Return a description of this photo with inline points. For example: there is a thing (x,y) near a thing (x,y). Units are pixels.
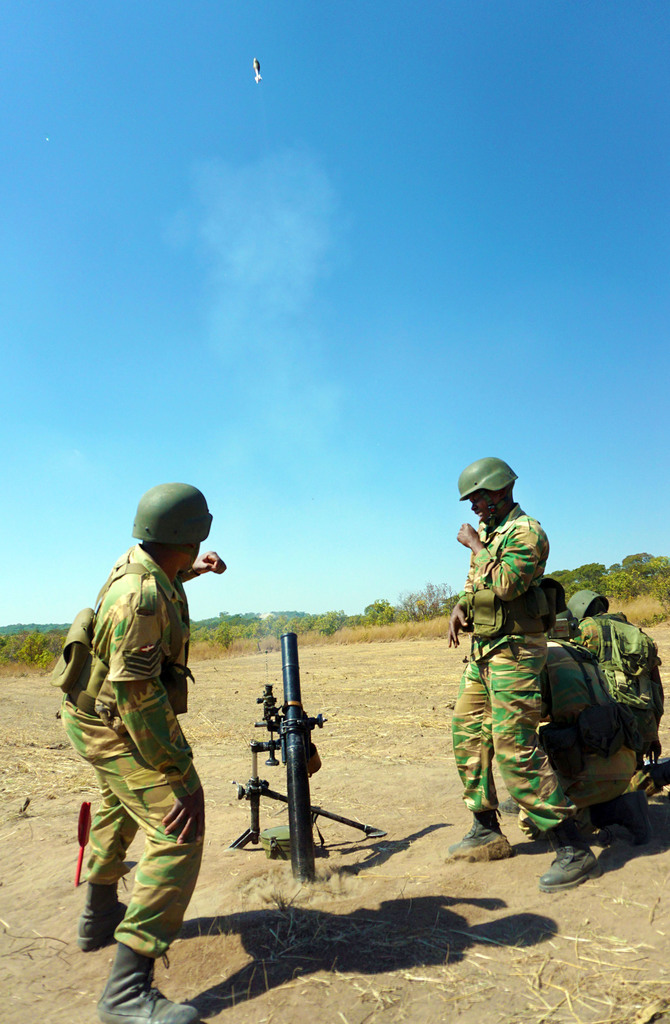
In this image, we can see few people (651,719) in a military dress (632,737) and wearing helmets (594,594). Here there is a weapon (293,768) on the ground (291,885). Background (591,570) we can see trees (270,615), plants (24,649) and sky (269,296).
